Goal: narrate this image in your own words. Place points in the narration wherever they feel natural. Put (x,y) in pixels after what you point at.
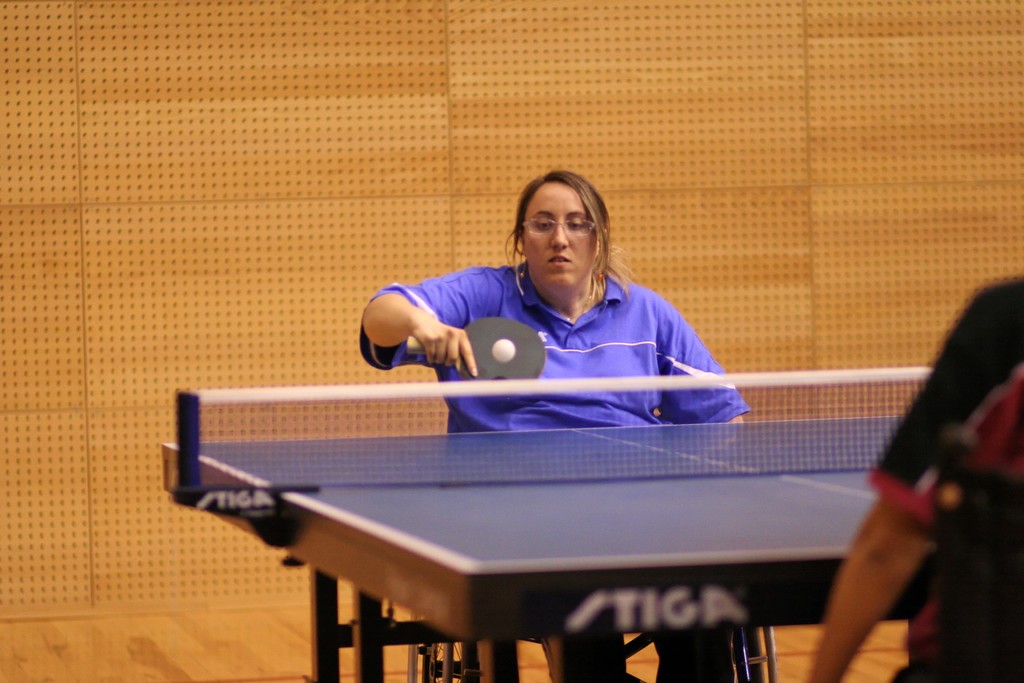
She is sitting in a chair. She is playing a table tennis. She is wearing a colorful blue shirt (687,374). On the right side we have another person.
